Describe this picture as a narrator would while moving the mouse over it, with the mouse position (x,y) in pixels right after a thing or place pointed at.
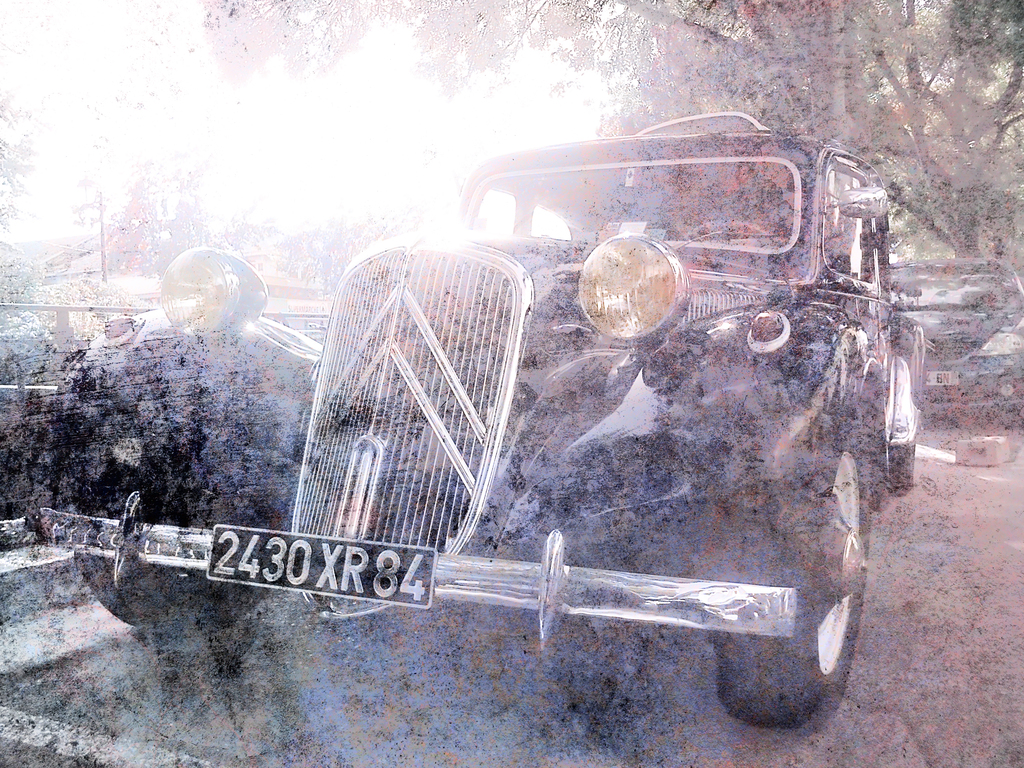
This image consists of cars (911,478) parked. In the front (552,334), there is a car (663,473) in black color. In the background (852,144), there is a tree (719,84).
